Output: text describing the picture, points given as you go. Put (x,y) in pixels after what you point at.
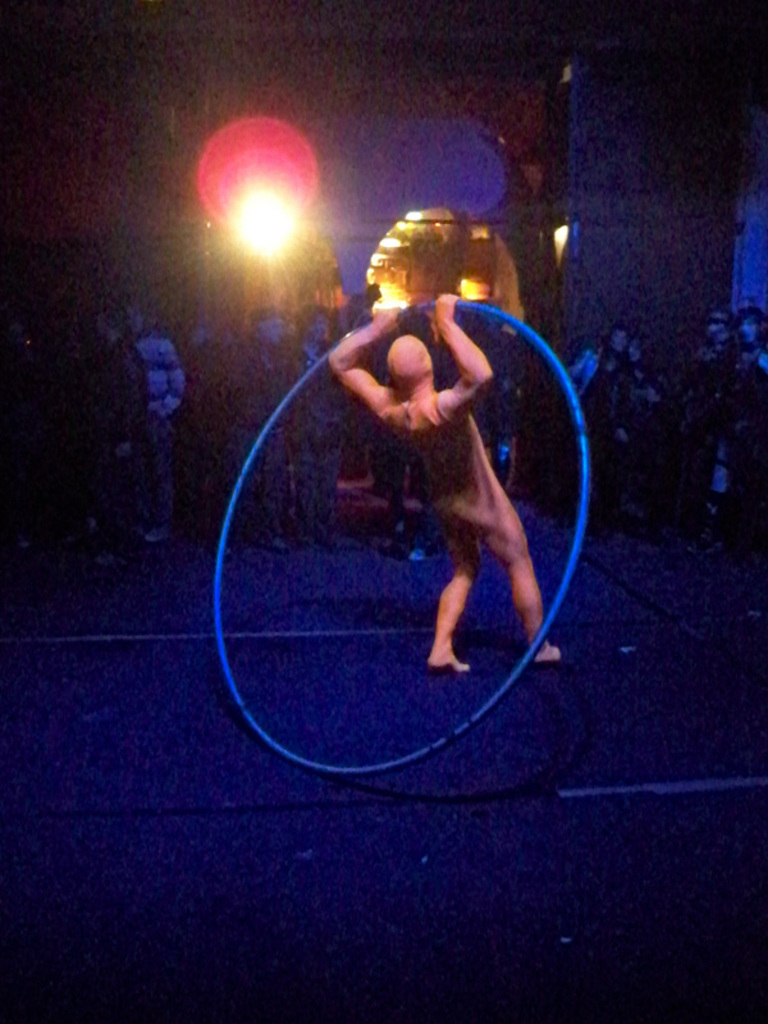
In this image we can see a person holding a hoop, in front of him there are a group of people (746,400) standing and there are lights (437,278) in the background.
